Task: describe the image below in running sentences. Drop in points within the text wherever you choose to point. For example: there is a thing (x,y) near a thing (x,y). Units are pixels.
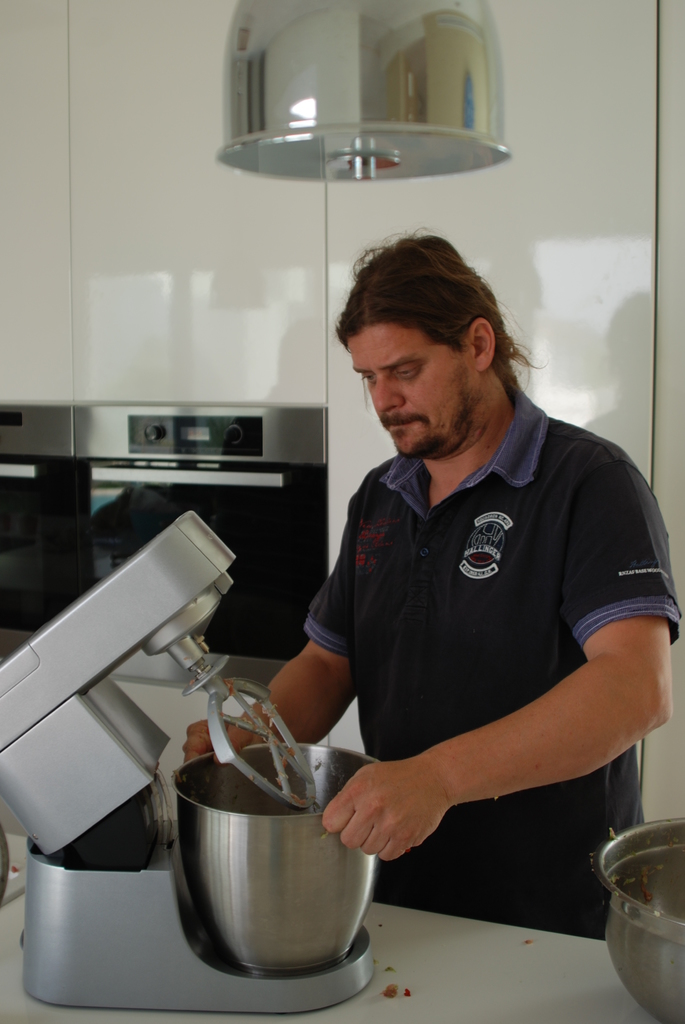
There is a man (446,576) holding a mixing machine (101,691). It is on a table (327,1011). On the right side (644,916) there is a vessel (623,955) on the table (590,954). In the back (215,313) there is a white wall (202,298) with some electronic item (181,485).
